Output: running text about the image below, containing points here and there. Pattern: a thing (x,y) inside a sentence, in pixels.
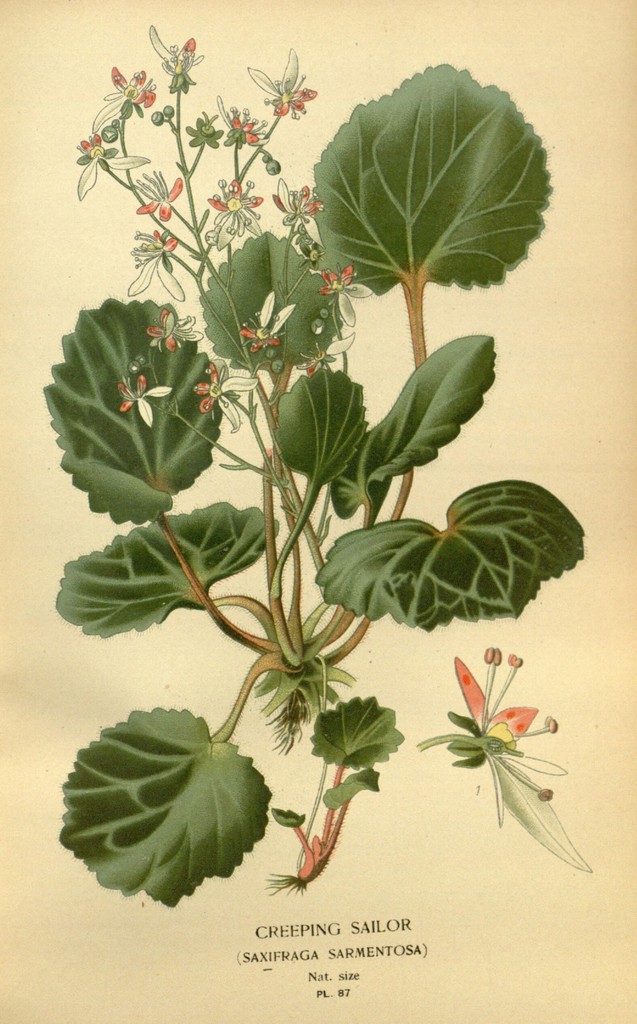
This is a picture of a paper (552,52), where there is a plant (379,497) with flowers (314,233), and there are words (377,950) and numbers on the paper (247,490).
